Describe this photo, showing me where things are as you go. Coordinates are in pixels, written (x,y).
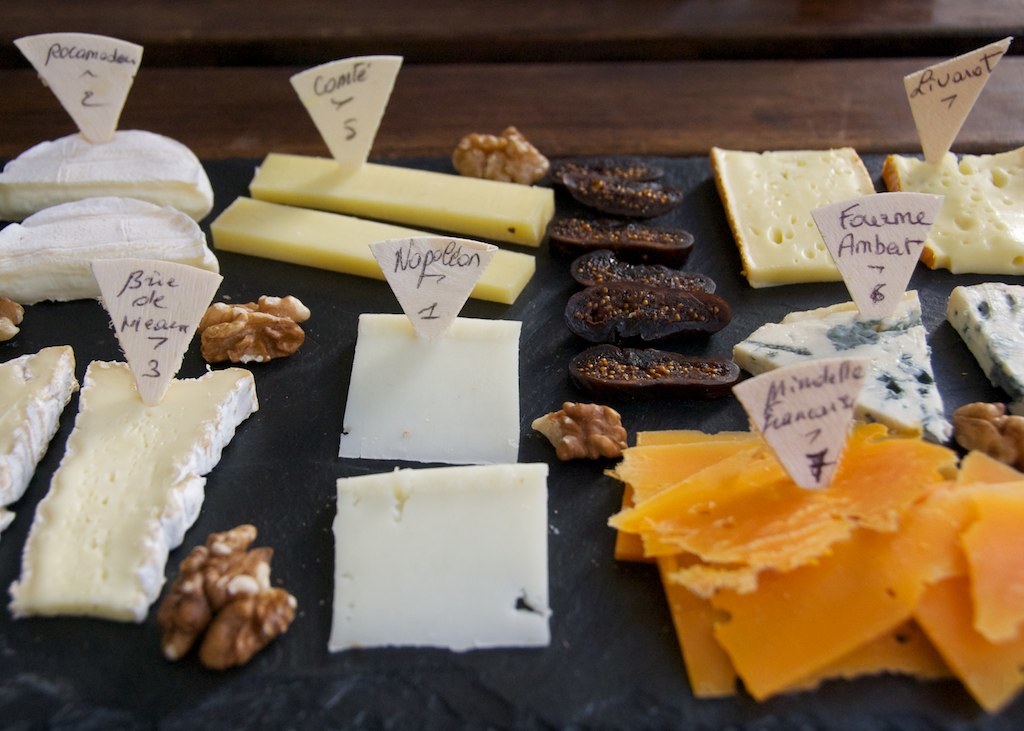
In this image there is food (410,216), there are boards (435,270) with text (330,85) on it, there is a wooden object (615,68) towards the top of the image (566,49).
